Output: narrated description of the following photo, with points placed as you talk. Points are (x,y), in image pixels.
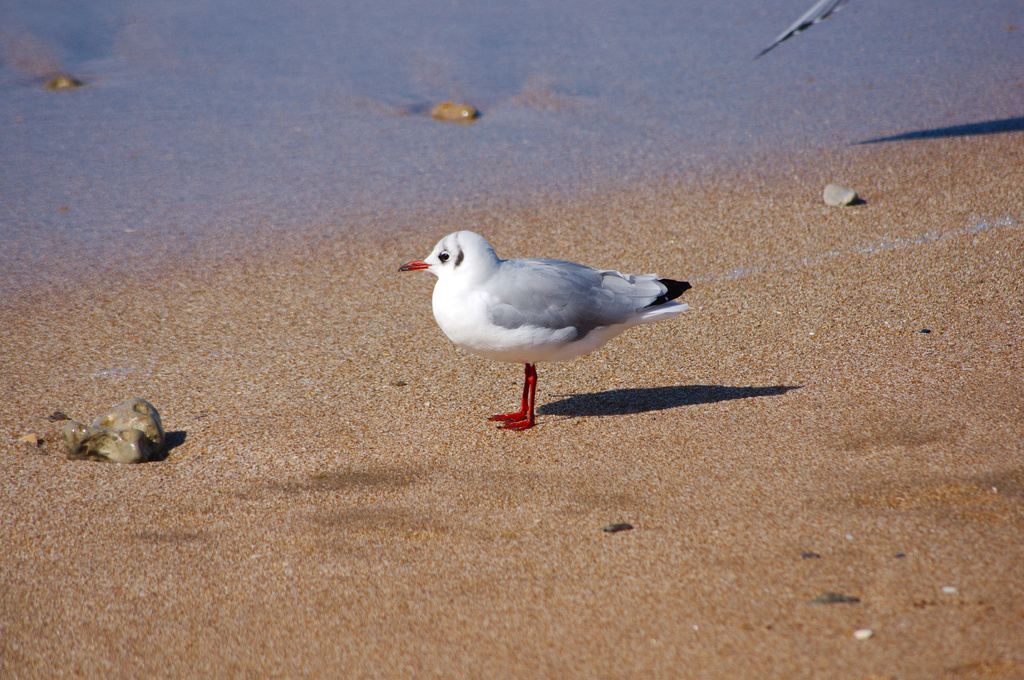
In the image we can see a bird (487,302), white, gray and black in color. This is a sand (580,533), stones (65,427) and water (274,18).
